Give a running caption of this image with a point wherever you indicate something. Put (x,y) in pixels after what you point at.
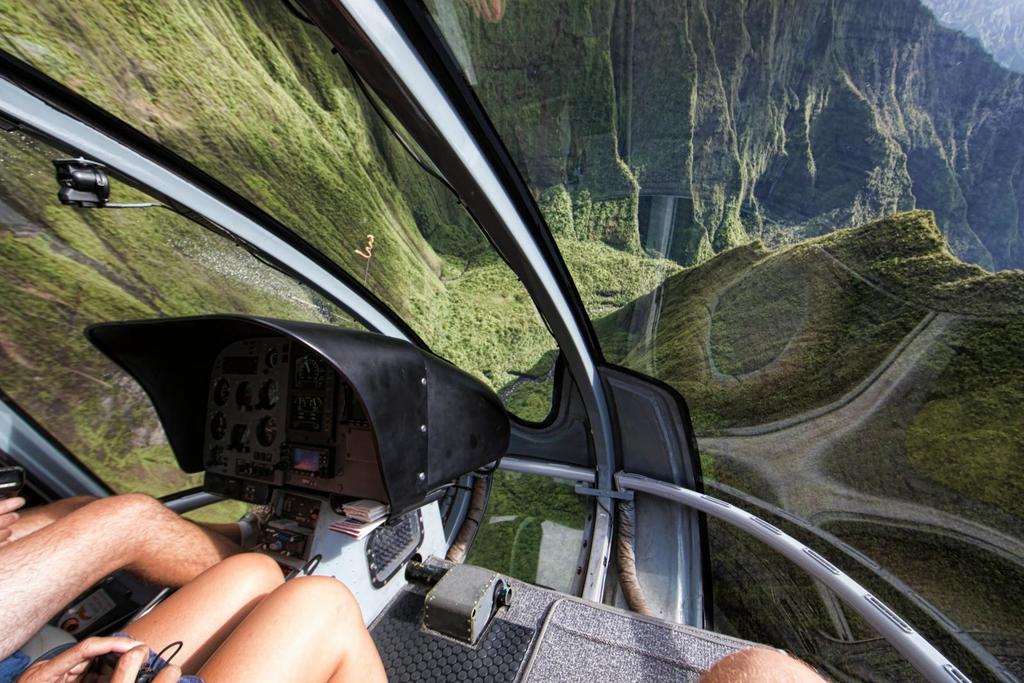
At the bottom (49,555), we can see human legs (112,546). Here we can see some machine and glass (657,278). Through the glass (780,305) we can see the outside view. Here we can see few mountains (638,84) with plants (559,205).
